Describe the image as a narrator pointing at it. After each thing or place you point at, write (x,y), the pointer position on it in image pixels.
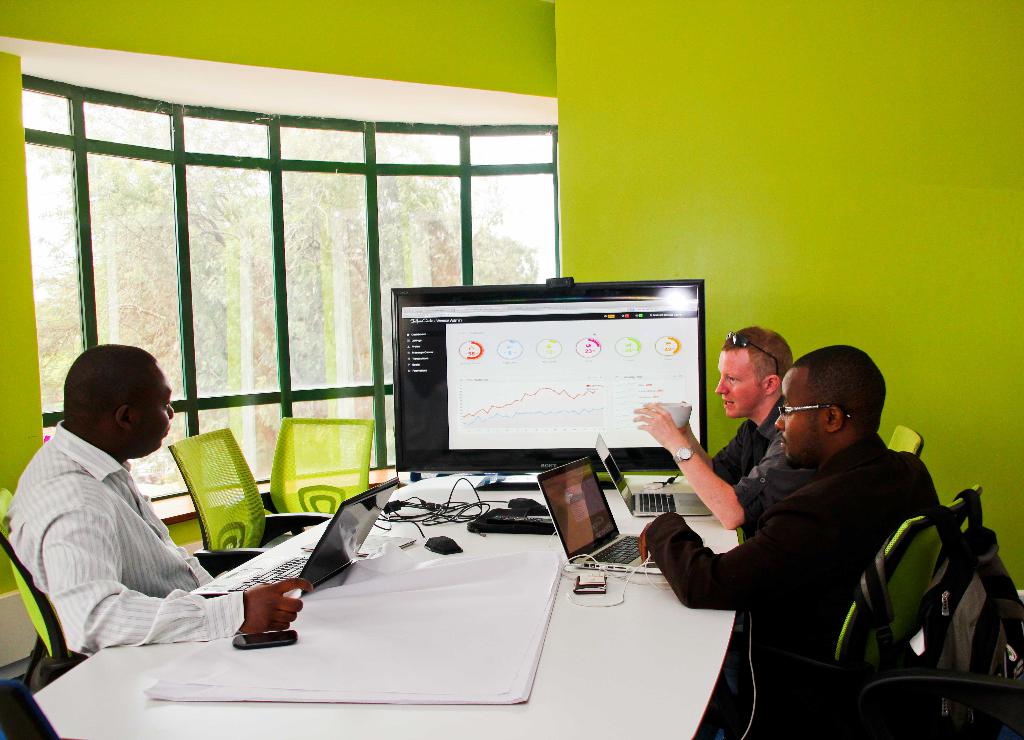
In this picture we can see three persons (735,580) sitting on the chairs (919,546). And there is his backpack (928,594). And there is a table (709,654), on the table (635,651) there are three laptops (580,494), monitor (599,379). And this is the paper (415,603). And on the background (899,188) there is a green colored wall (799,155).
